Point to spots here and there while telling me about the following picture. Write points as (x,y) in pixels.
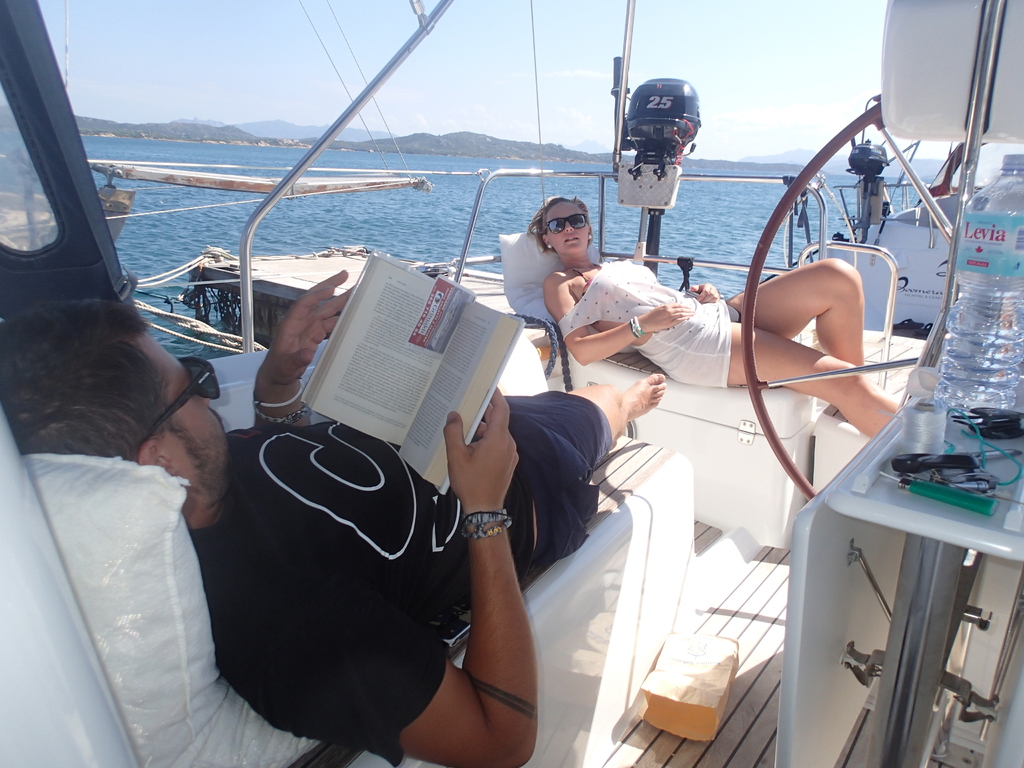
In this image we can see two persons (240,454) in the ship (532,339). Here we can see a man (263,573) on the left side (217,438) and he is reading a book (479,336). Here we can see a woman (717,343). Here we can see the water bottle (1010,292) on the right side (1005,283). In the background (744,227), we can see the ocean (471,254). This is a sky (471,123) with clouds (796,141).
